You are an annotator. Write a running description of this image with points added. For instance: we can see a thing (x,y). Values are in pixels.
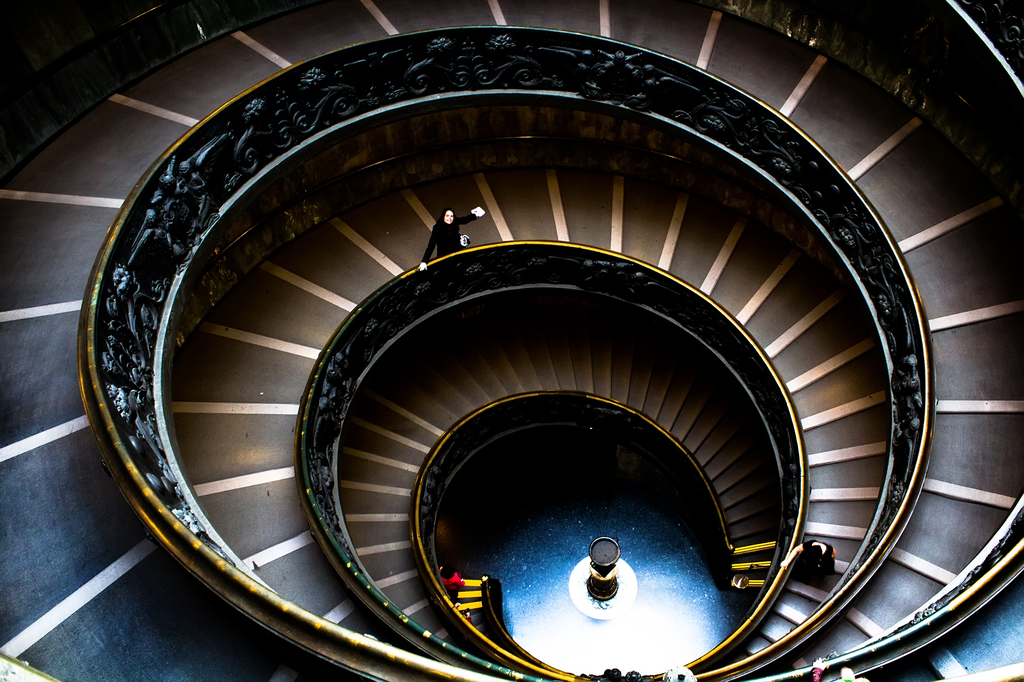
In this picture we can see a double helix staircase (786,239) and there are three persons (445,582).
